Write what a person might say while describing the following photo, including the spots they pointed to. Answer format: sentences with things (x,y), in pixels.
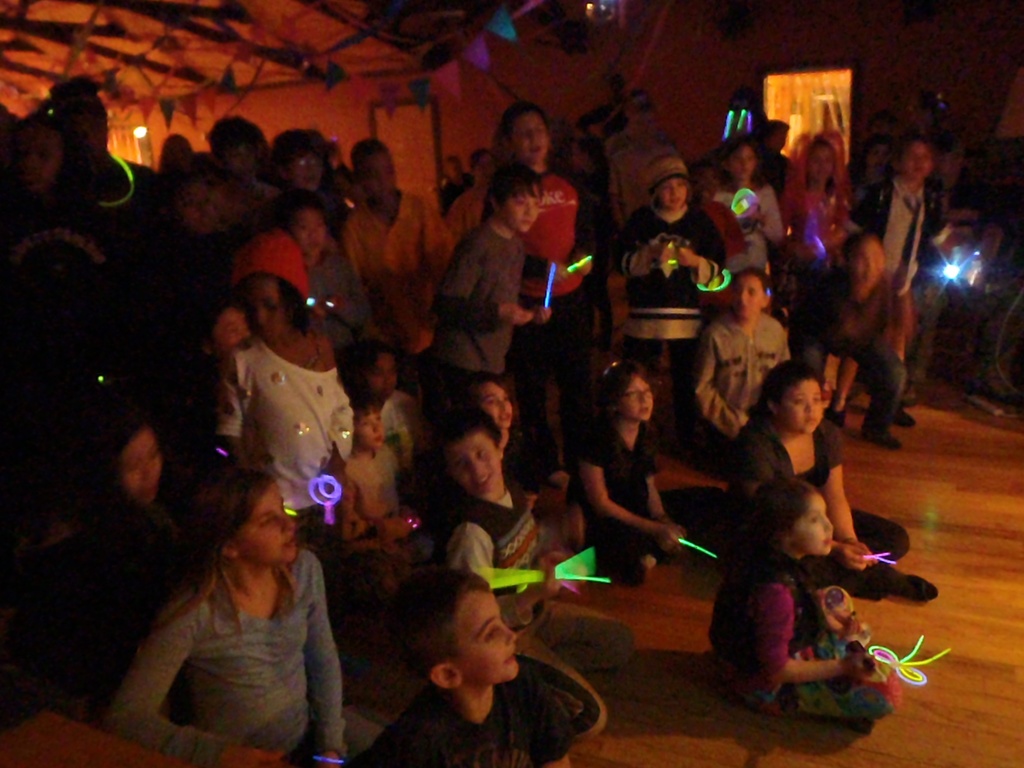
In this image we can see there is a group of people (472,374) on the floor (676,579) and holding an object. At the top (483,53) there are flags (227,85). And there is a wall (679,132) with window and light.
